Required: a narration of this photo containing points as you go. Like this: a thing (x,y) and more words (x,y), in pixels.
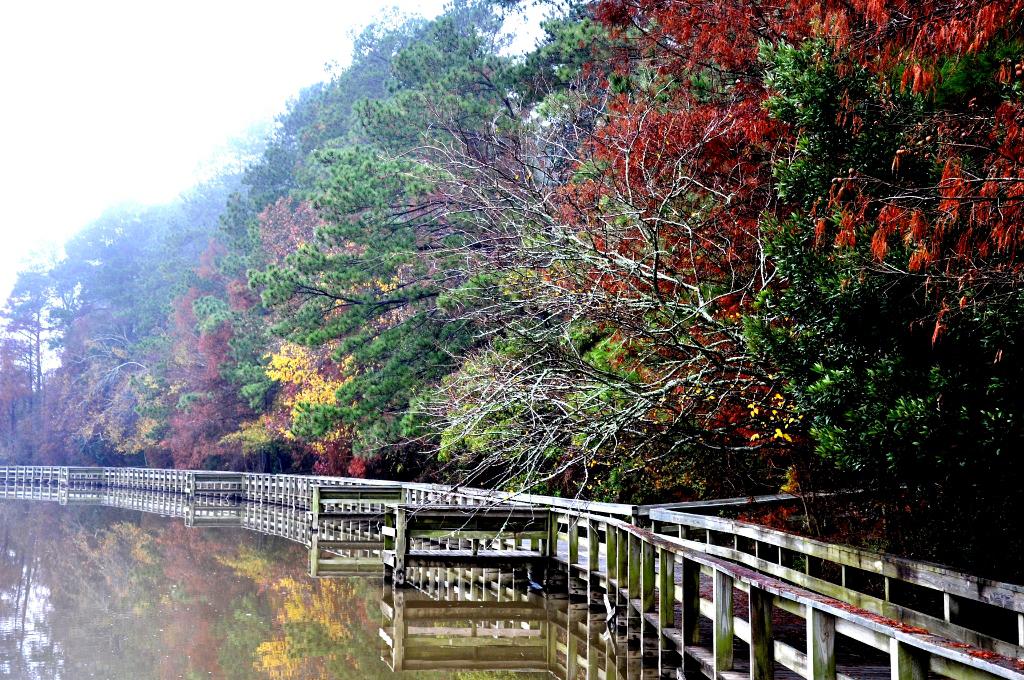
In this image there is the water (206,563). There is a dock (564,513) on the water (216,550). There is a railing (556,542) on the dock (232,478). In the background (552,463) there are trees (330,183). At the top (163,76) there is the sky (153,87).
